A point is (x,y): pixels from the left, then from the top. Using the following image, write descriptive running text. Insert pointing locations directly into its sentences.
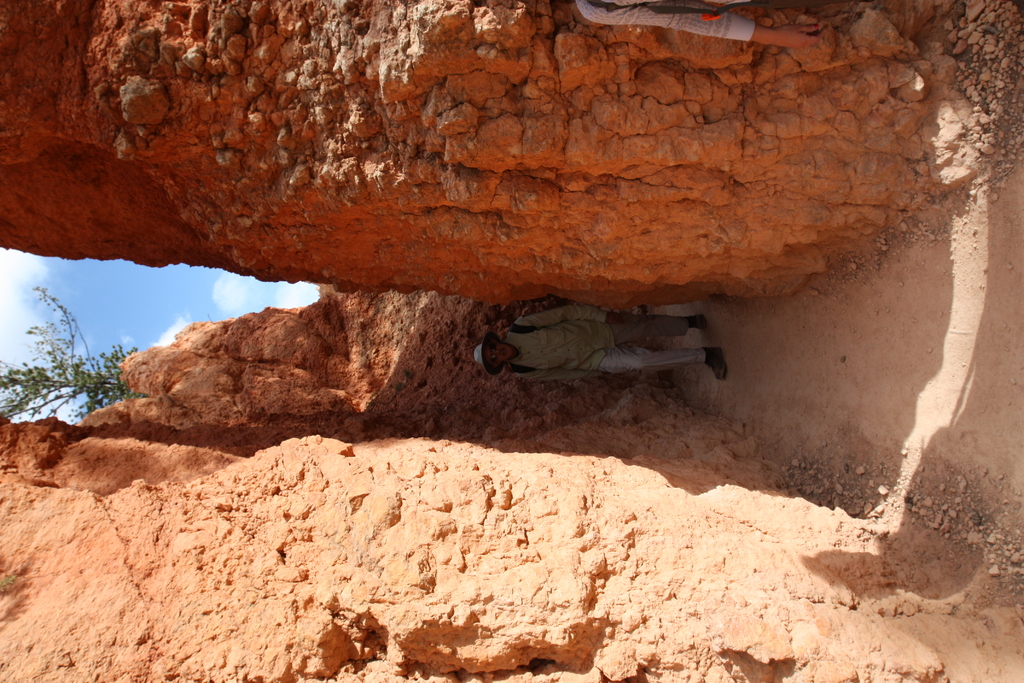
On the right side (905,369) there is a road (881,360). On the road (869,354) there is a person (560,346) wearing hat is walking. On the sides of the road (838,416) there are walls (471,237). On the left side (119,287) there is a tree (110,359) and sky (121,303) with clouds (221,306).
